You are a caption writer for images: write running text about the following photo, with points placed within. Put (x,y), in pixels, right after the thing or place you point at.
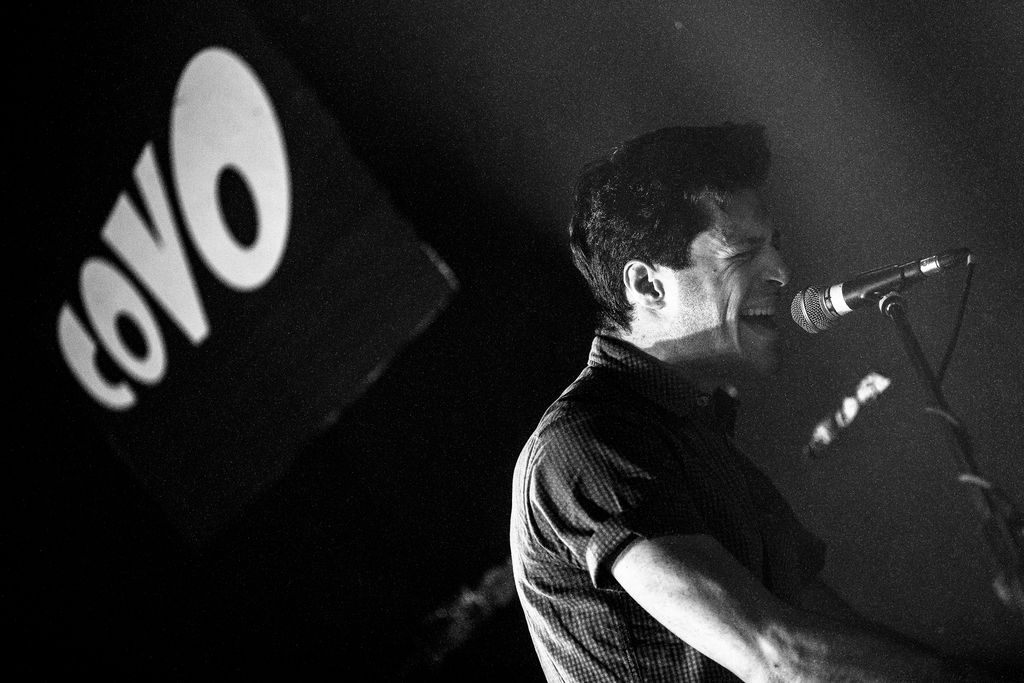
In this image a man (638,414) is singing, there is a microphone (852,298) in front of a man (679,580).
